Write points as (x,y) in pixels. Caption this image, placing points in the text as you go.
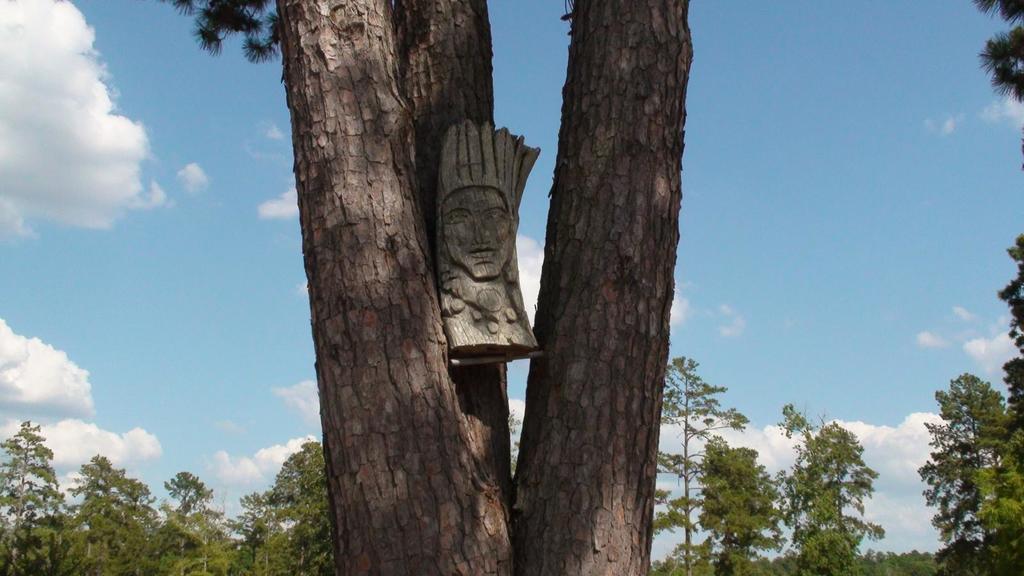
In this image in the front (391,401) there is a tree trunk (442,392). In the background (174,502) there are trees (1023,451) and the sky (234,254) is cloudy and there is a wooden mask (482,231) which is in the front (477,260).
